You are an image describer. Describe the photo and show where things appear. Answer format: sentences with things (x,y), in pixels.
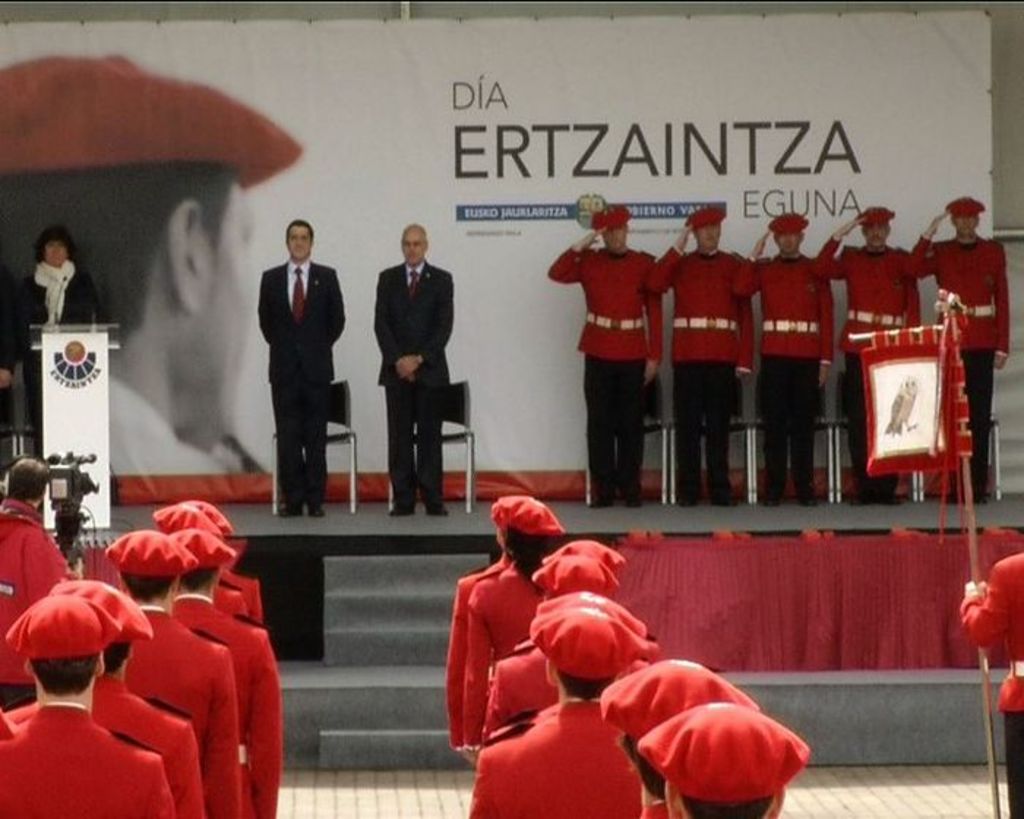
In this picture I can see few people (600,388) standing and I can see a podium (91,431) and few chairs (754,458) on the dais (613,517) and I can see few people (587,573) wore caps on their heads (703,238) and a man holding a flag (868,398) and I can see an advertisement board (636,172) with some text (697,164) in the back (723,159).
